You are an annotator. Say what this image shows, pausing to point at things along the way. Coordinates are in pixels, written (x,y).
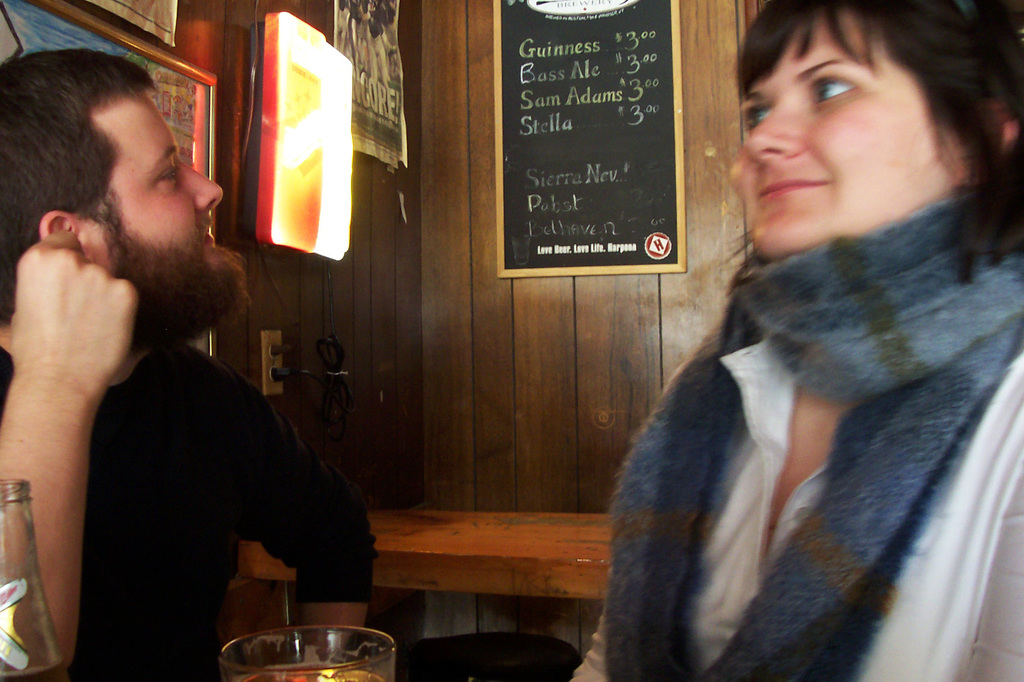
In the picture we can see a man (291,545) and a woman (624,580) are sitting on the bench (251,553) near the table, on it we can see a bottle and a glass (286,633) with beer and the man (24,173) is with black T-shirt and beard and looking back to the wall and to it we can see a menu board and beside it we can see light (281,54), and some photo frames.
